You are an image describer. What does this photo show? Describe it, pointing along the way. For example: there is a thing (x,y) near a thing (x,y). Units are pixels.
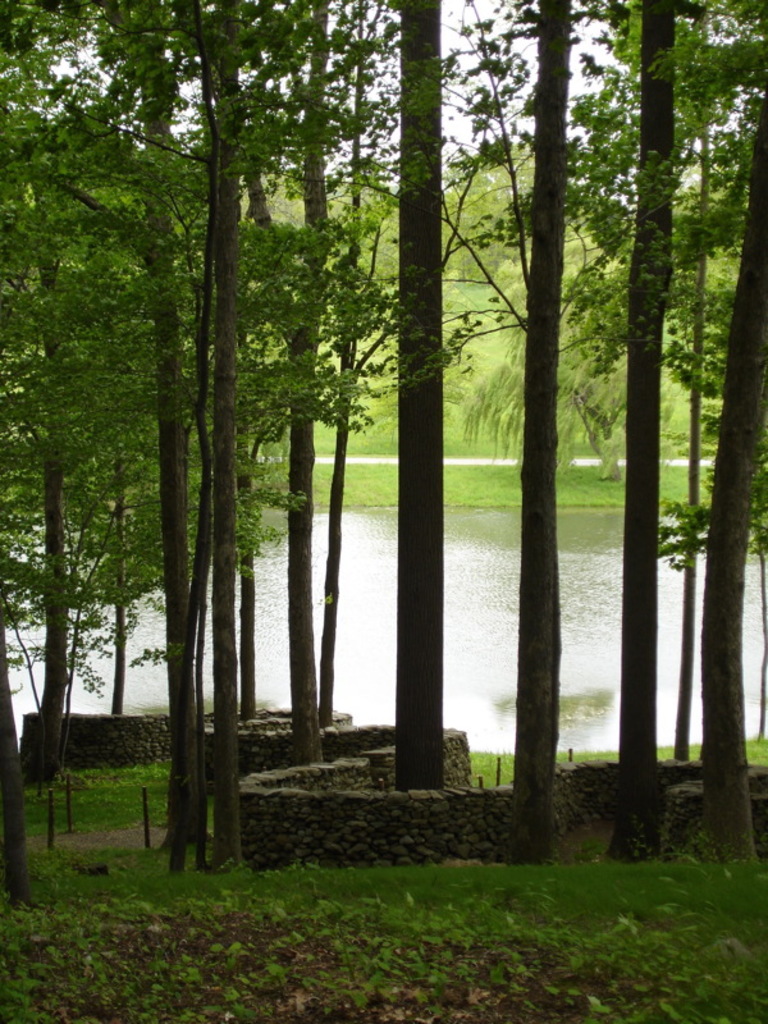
These are the trees (382,339), this is water (475,616) in the middle of an image (396,606).
